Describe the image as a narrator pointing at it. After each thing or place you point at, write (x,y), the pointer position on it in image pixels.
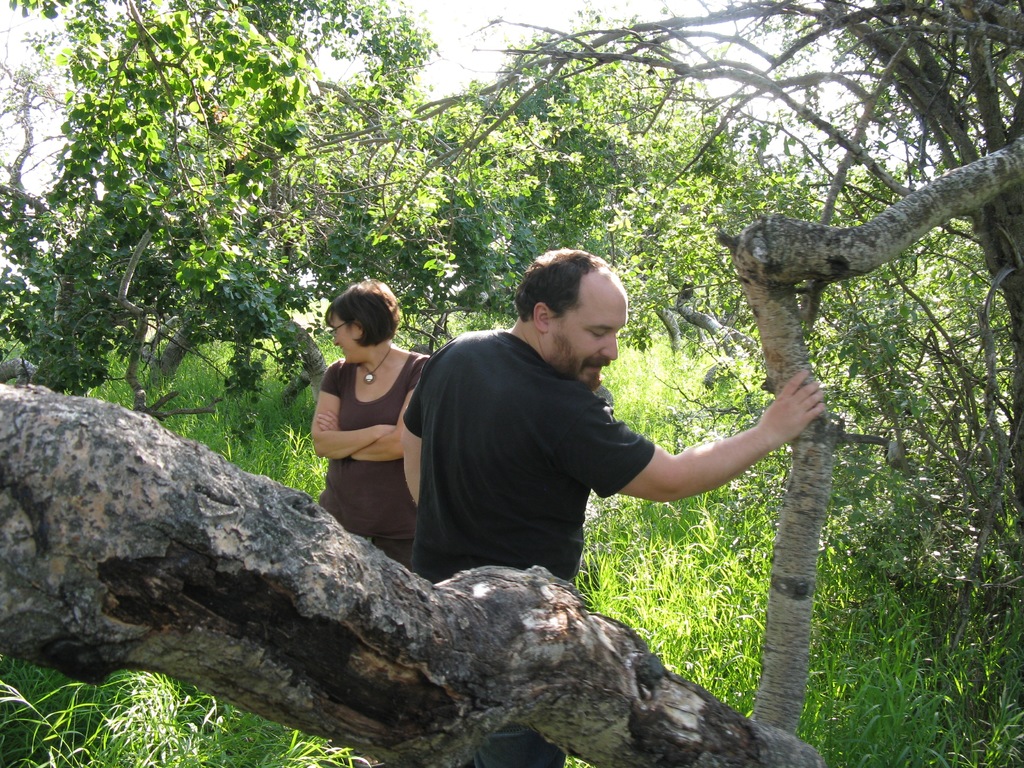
In this image, I can see two persons (466,482) standing. There are trees (167,306) and grass (688,553). In the background (463,73), there is the sky (461,68).
